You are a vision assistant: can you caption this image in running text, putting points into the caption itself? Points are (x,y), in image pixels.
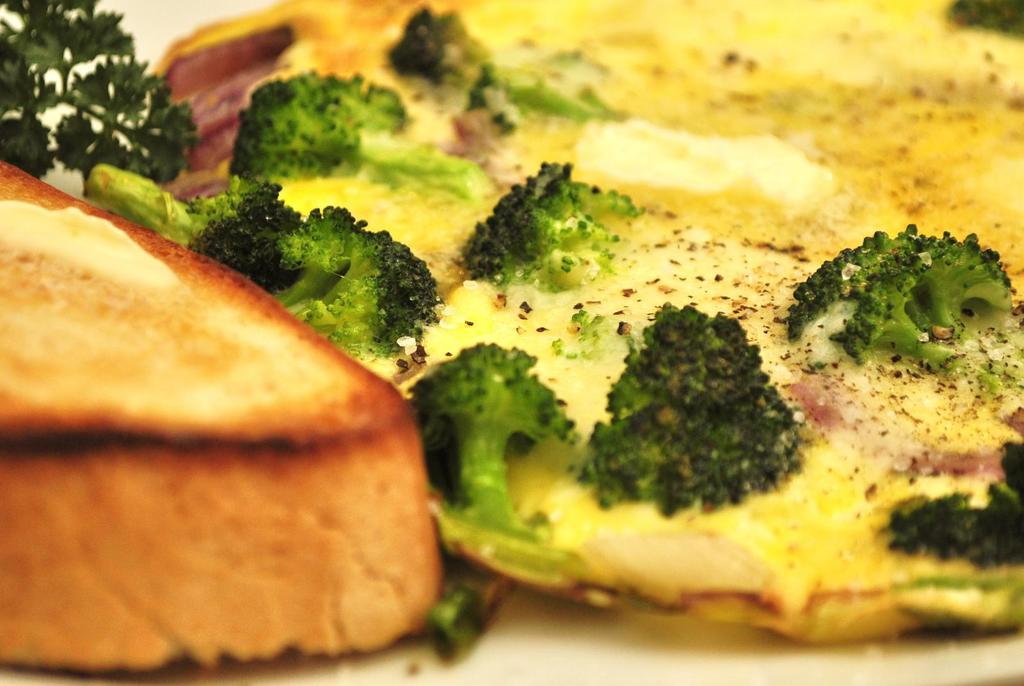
In this picture we can see omelet (646,205), bread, broccoli (497,367) and parsley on the plate (620,654).
